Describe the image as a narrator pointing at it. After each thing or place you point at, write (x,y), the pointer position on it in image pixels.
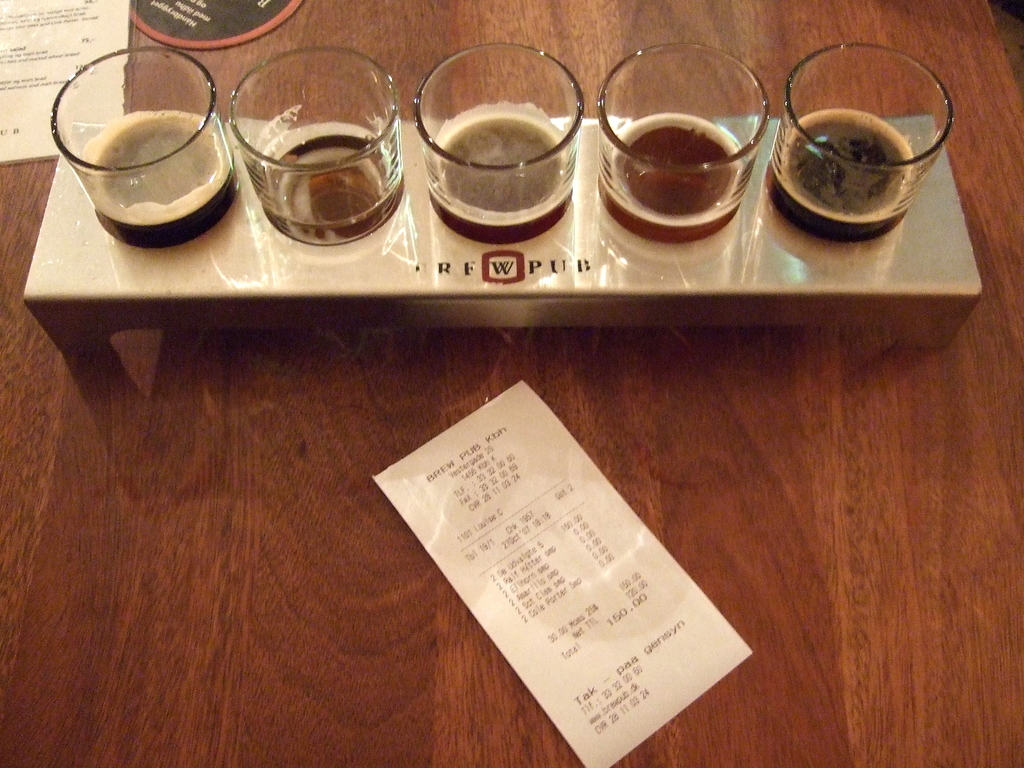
In this image I can see five glasses (545,196) in a stand (599,270), bill (443,451) and menu card (63,38) on the table (980,360). This image is taken may be in a hotel.
